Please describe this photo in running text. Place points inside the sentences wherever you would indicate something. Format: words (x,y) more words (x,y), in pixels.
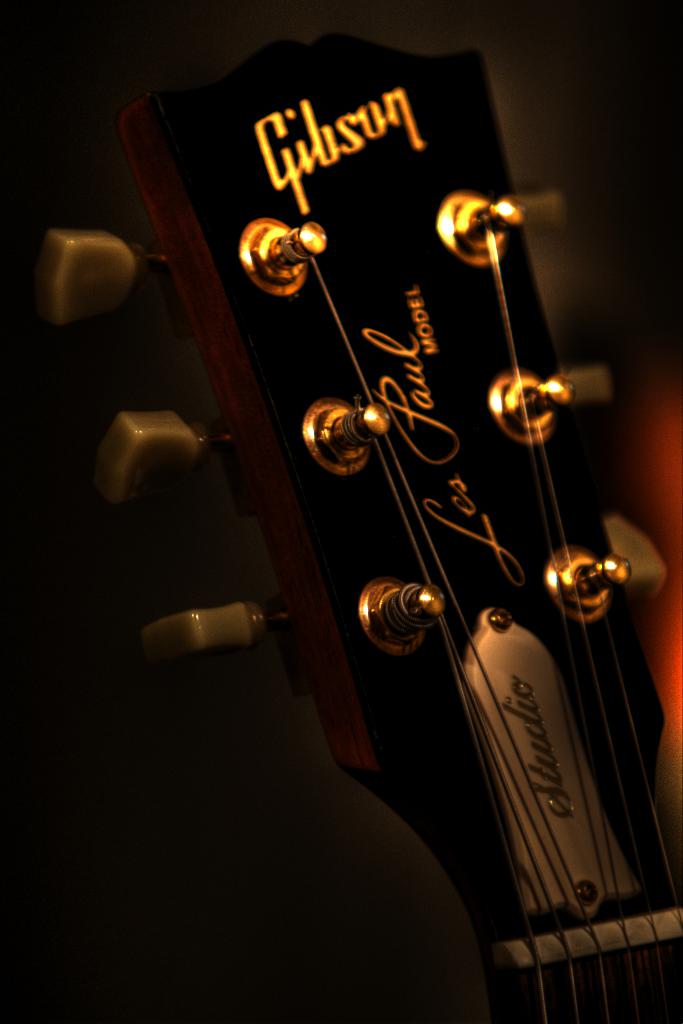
This is guitar (430,492).
